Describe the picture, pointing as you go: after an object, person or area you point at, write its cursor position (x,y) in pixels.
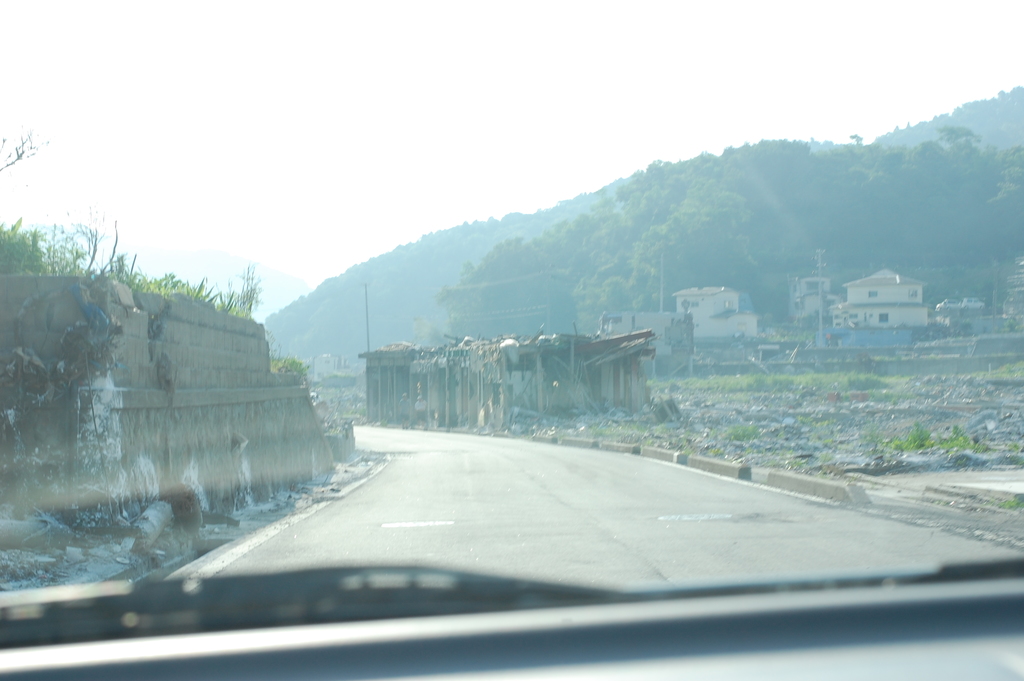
In this picture there is a car (356,638) at the bottom side of the image (716,662), there are houses (815,310), trees (657,298), and broken walls (228,318) in the center of the image (518,412).
